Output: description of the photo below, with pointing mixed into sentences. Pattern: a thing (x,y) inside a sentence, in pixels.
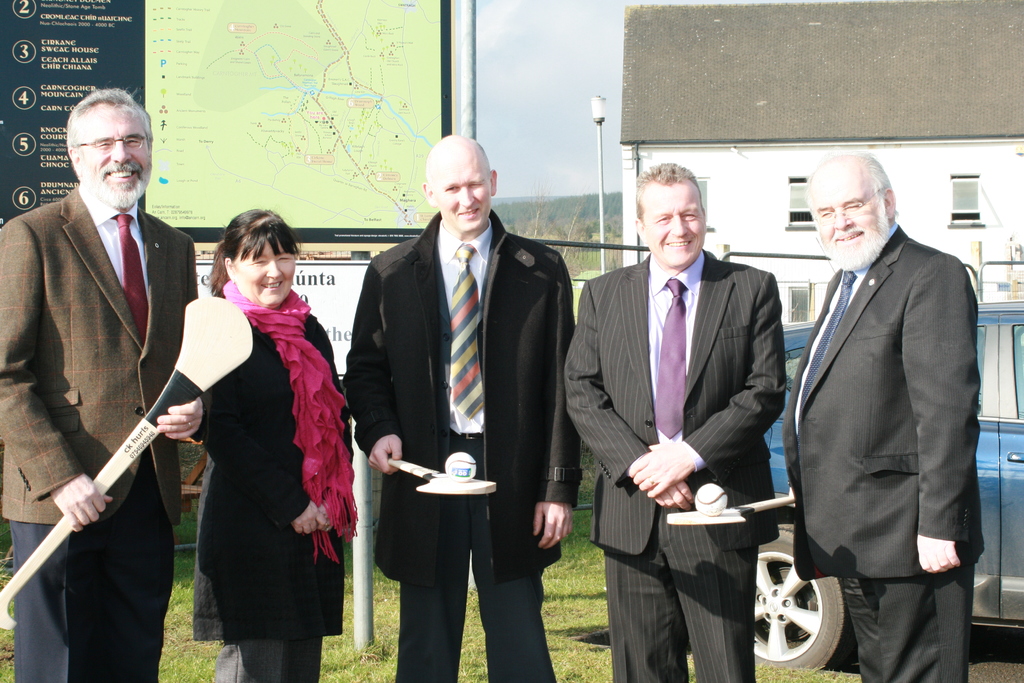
In this image I can see group of people (36,305) standing, the person (555,357) in front (517,351) is wearing black blazer (533,353), white shirt (485,253) and holding a bat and a ball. Background (337,61) I can see a banner (350,63), few vehicles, building (930,221) in white color, a light pole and the sky (532,88) is in white color and I can see trees (613,234) and grass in green color.
